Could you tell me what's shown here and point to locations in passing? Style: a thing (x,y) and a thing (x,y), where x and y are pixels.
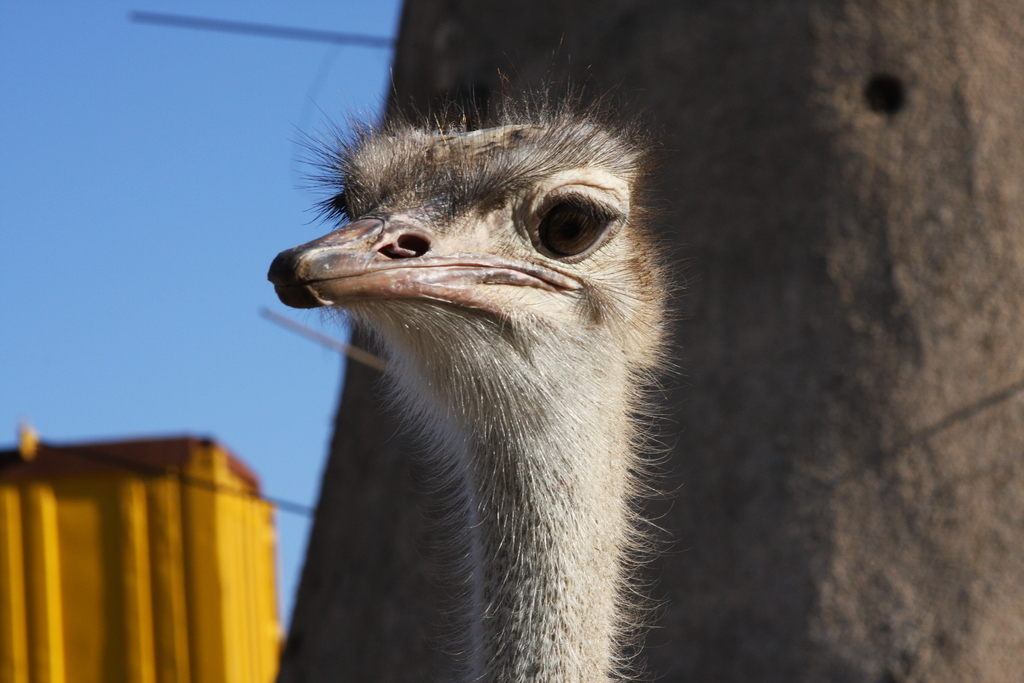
In this picture I can see there is an ostrich (492,413) and it has eyes (546,230) and a beak (427,280). There is a gray color surface (678,33) at right side (705,657) and there is a yellow color object (260,522) at left side (181,532) and the sky (290,133) is clear.
